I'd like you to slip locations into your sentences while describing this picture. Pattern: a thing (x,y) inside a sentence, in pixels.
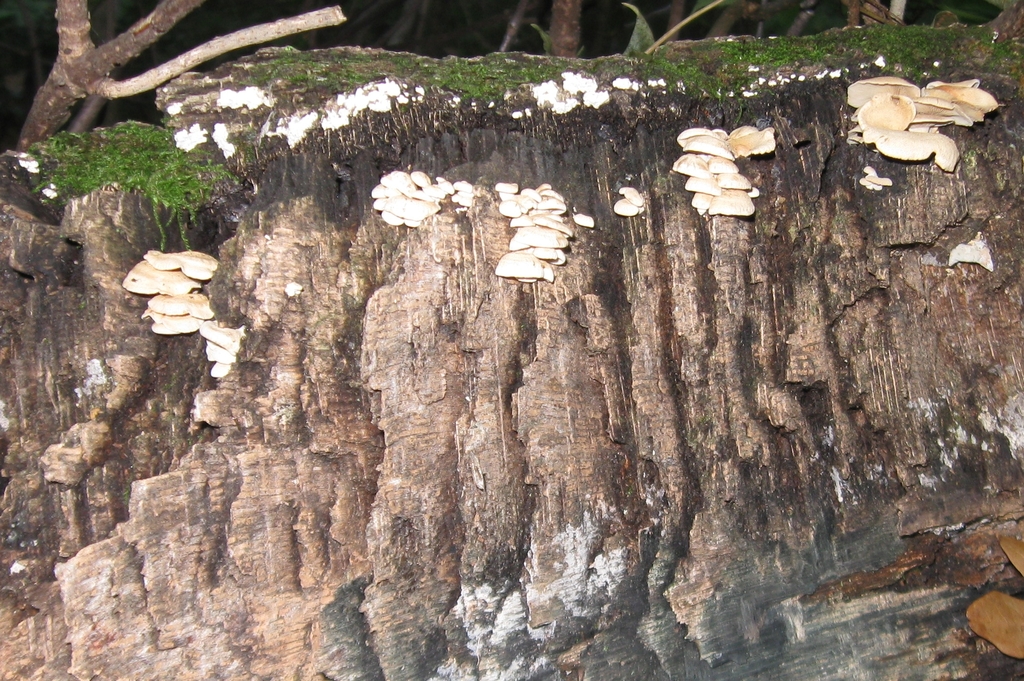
There are mushrooms (656,81) on a log (426,139). In the back (174,52) there are trees (724,26).
